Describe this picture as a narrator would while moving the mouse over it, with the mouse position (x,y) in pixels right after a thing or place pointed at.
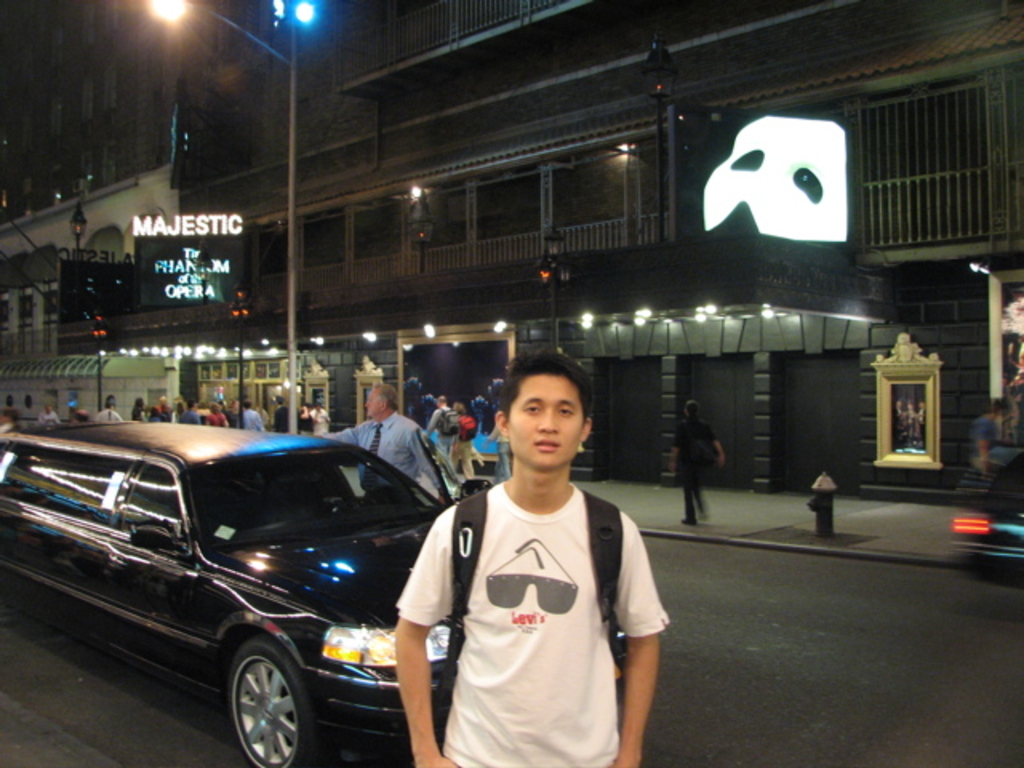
This image is clicked on the road (901,731). In the center (503,508) there is a man (488,666) standing. Behind him there is a car (184,510) parked on the road (683,653). Beside the car (370,463) there is a man (398,435) standing. Behind the car (356,492) there are many people (210,417) walking on the walkway (757,515). Beside the walkway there are buildings (251,269). There are boards (155,261) with text (124,254) on the walls (435,233) of the building (487,226). There are street light poles (304,13) on the walkway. To the right (911,418) there are picture frames (923,408) on the wall (950,398).
